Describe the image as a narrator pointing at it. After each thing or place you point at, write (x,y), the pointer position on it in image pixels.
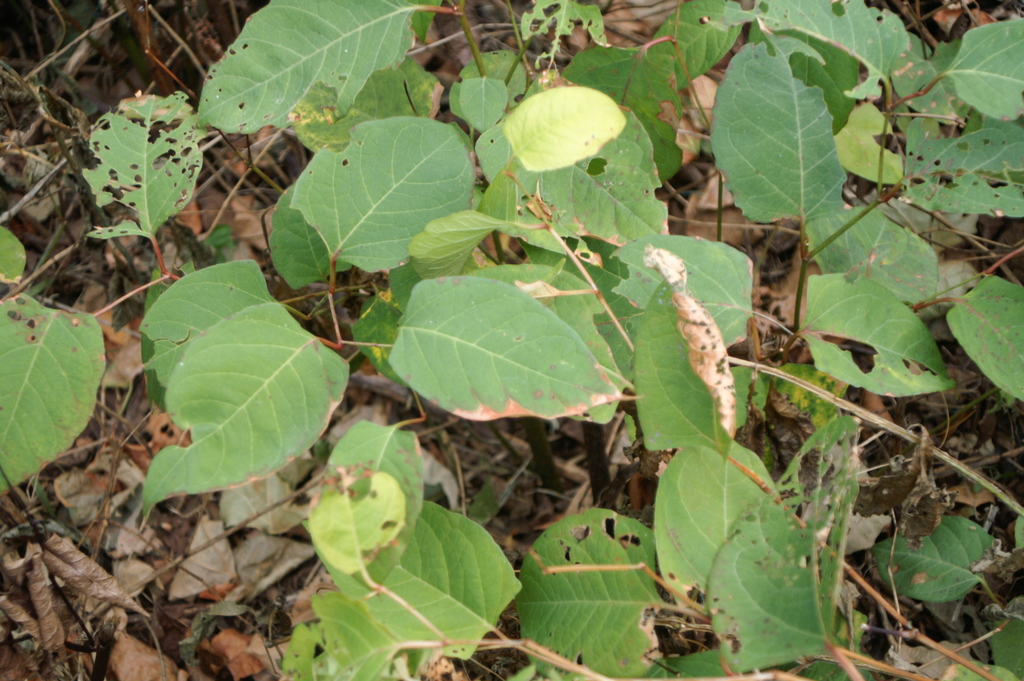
The picture consists of dry leaves (120,516) and plants (513,367).
